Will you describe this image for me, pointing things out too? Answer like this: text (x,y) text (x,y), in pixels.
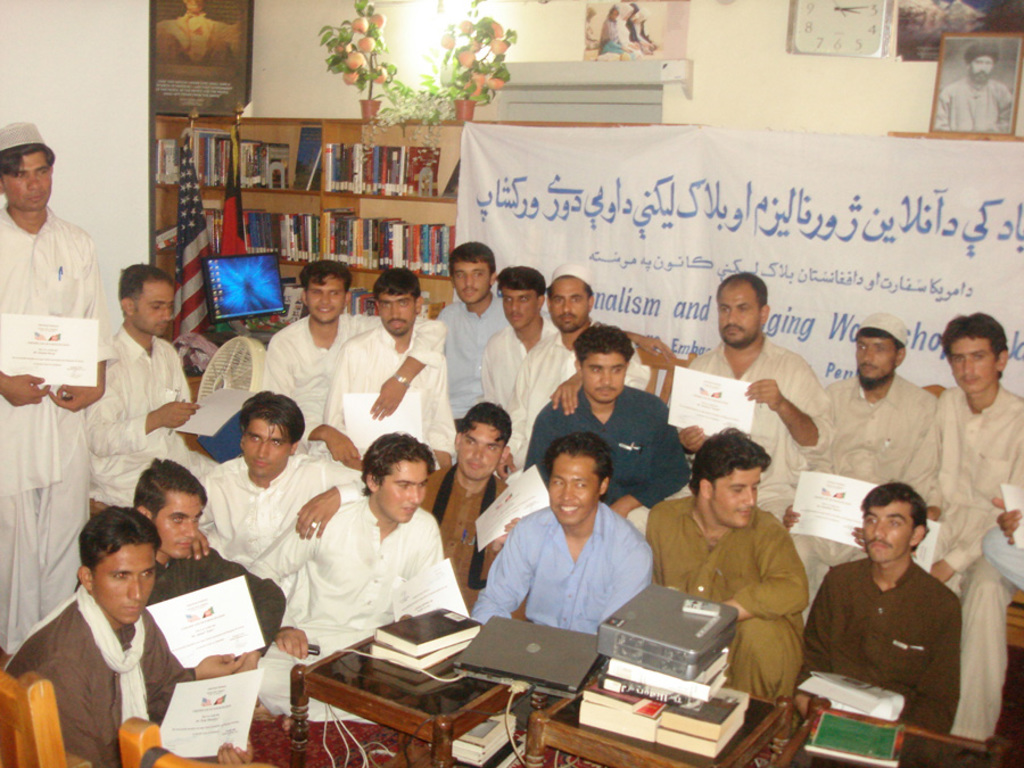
In this picture we can see some persons (535,534) sitting on the chairs (1023,633). This is table (463,688). On the table (449,691) there are some books (705,695), and this is laptop (580,646). On the background (405,204) we can see a rack (330,204). And this is screen (246,280) and these are the flags (204,182). Here we can see a banner (845,221). And this is wall (736,81) and these are the frames (950,65).
